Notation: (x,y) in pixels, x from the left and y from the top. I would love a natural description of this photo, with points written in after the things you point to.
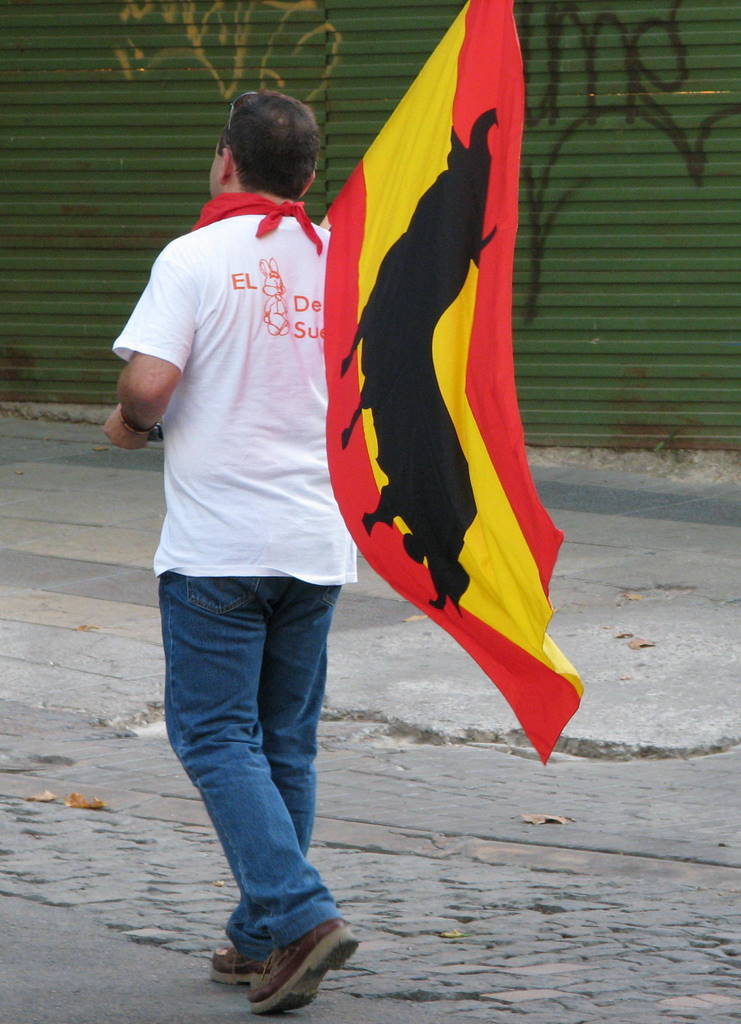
In this image a person (205,567) walking holding a flag (328,276) in his hand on a road (453,981), in the background (140,37) there is a shutter (691,417).
